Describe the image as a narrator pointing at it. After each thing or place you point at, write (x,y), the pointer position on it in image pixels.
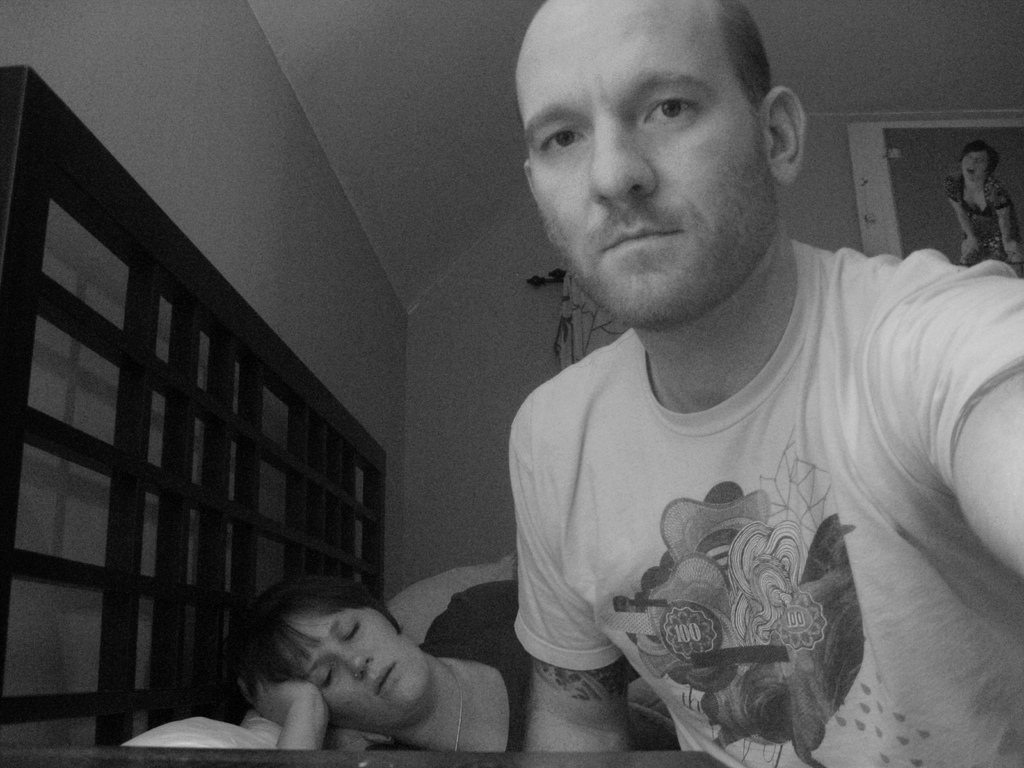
This picture is clicked inside. On the right (802,467) there is a man (867,527) wearing t-shirt (720,439) and seems to be sitting. On the left (322,640) there is a person (323,658) seems to be sleeping on the bed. In the background (937,145) we can see a picture frame (943,143) hanging on the wall (460,349).
